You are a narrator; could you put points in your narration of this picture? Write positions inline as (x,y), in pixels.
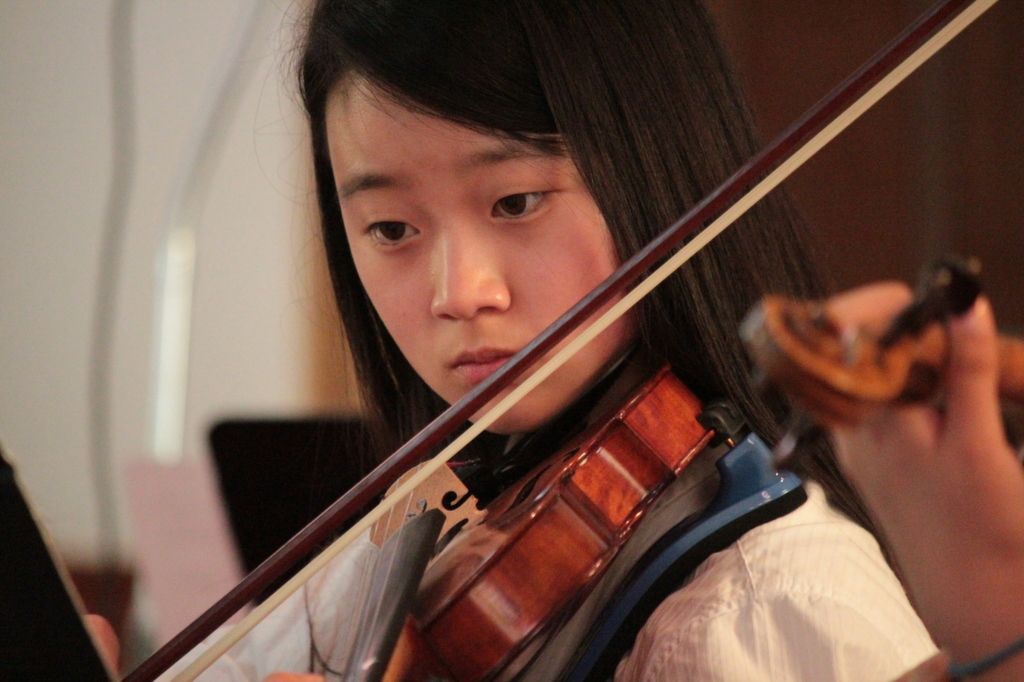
This picture shows a girl (474,358) playing a violin (549,512).
